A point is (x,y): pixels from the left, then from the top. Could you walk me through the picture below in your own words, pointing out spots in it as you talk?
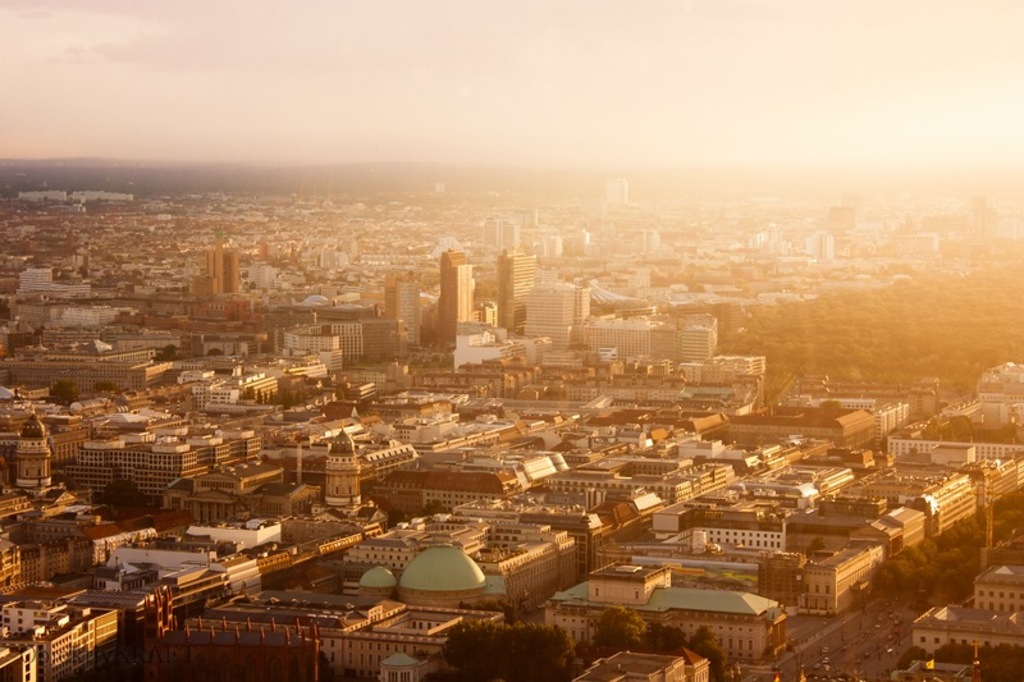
In this picture there are buildings (628,436) and trees (869,327) and there are cars (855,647) moving on the road (872,638).
